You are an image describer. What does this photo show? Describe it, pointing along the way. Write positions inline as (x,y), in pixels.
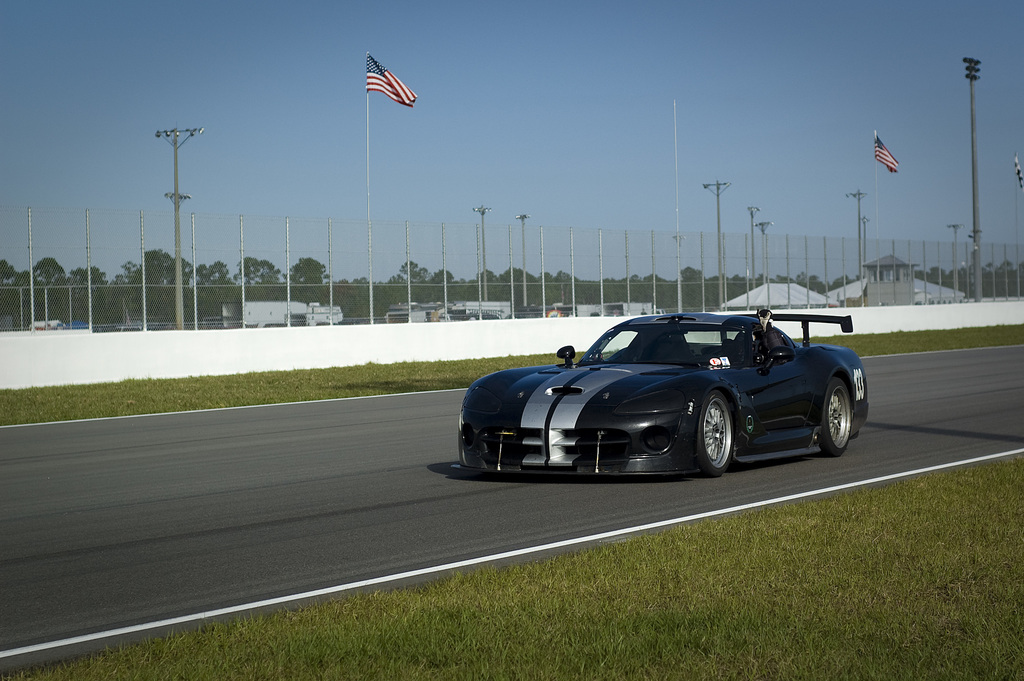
In this picture there is a black color racing car (579,388) moving on the track (875,409). Behind there is a wall (110,333) with big fencing net (489,247). In the background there is a american flag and some street poles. In the front (796,617) bottom side there is a small grass lawn (827,608).
